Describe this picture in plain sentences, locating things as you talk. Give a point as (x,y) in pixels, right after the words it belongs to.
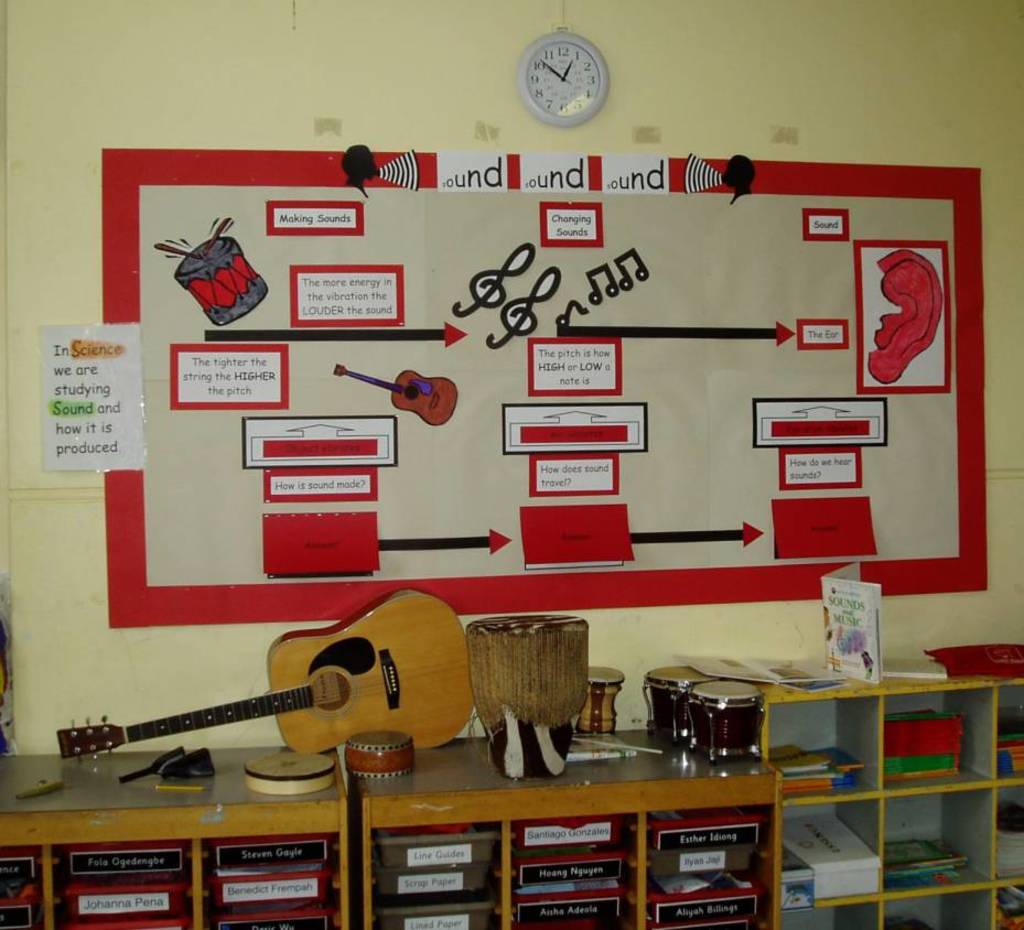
In this image there are desks (508,876) towards the bottom of the image (677,855), there are objects (435,704) on the desks (474,745), there are papers (93,387), there is text (563,360) on the paper (125,393), there is a chart (573,307), there is a board (561,317), there is a wall clock (557,65), at the background of the image (864,81) there is a wall (673,628).
